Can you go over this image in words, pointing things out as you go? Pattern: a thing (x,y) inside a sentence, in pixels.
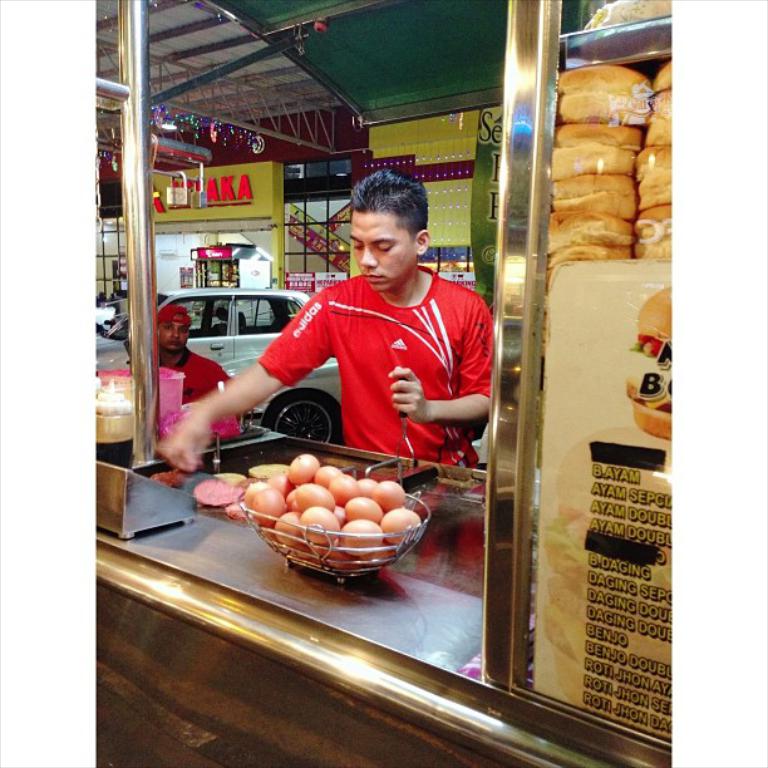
In the center of the image (427,349) we can see one person (427,350) is standing and he is holding some objects (397,374). In front of him, there is a platform (261,583). On the platform (278,580), we can see a basket (306,541), eggs (313,493), buns (653,155), some food items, one paper (556,524) with some text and a few other objects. In the background (317,197) there is a wall (231,169), one vehicle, lights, one person (180,357) is standing and a few other objects (243,194).
